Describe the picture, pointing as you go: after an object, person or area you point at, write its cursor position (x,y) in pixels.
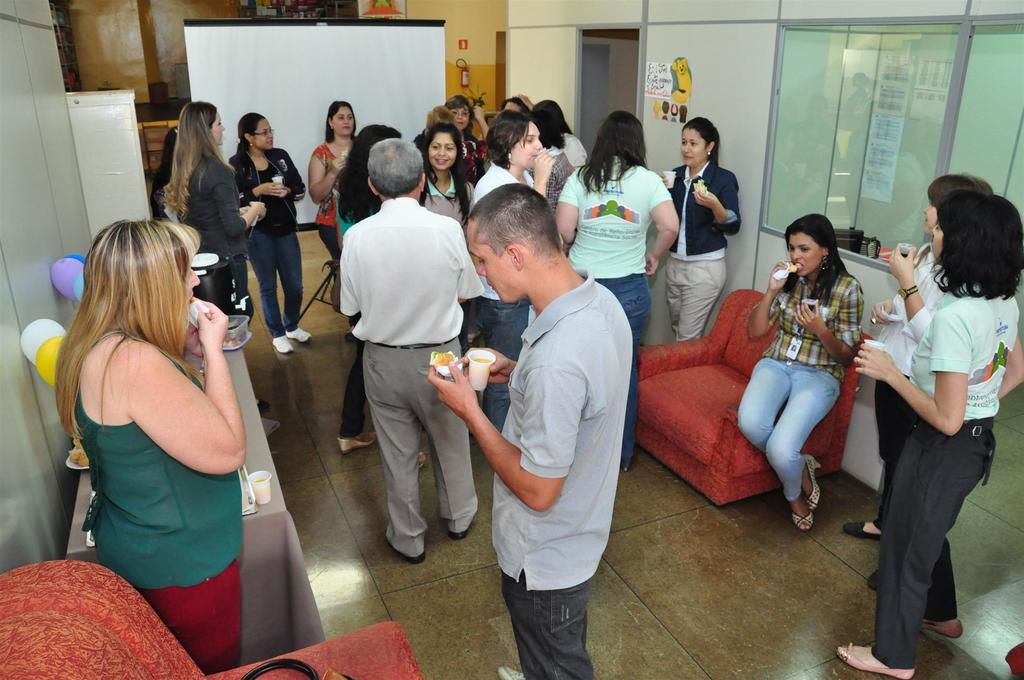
Here we can see group of people (835,375). This is floor (679,599) and there are sofas (719,439). Here we can see a table (256,611), cloth (272,576), cup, balloons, glasses (852,122), poster (674,67), fire extinguisher (465,72), screen (412,43) and a wall (484,21).
